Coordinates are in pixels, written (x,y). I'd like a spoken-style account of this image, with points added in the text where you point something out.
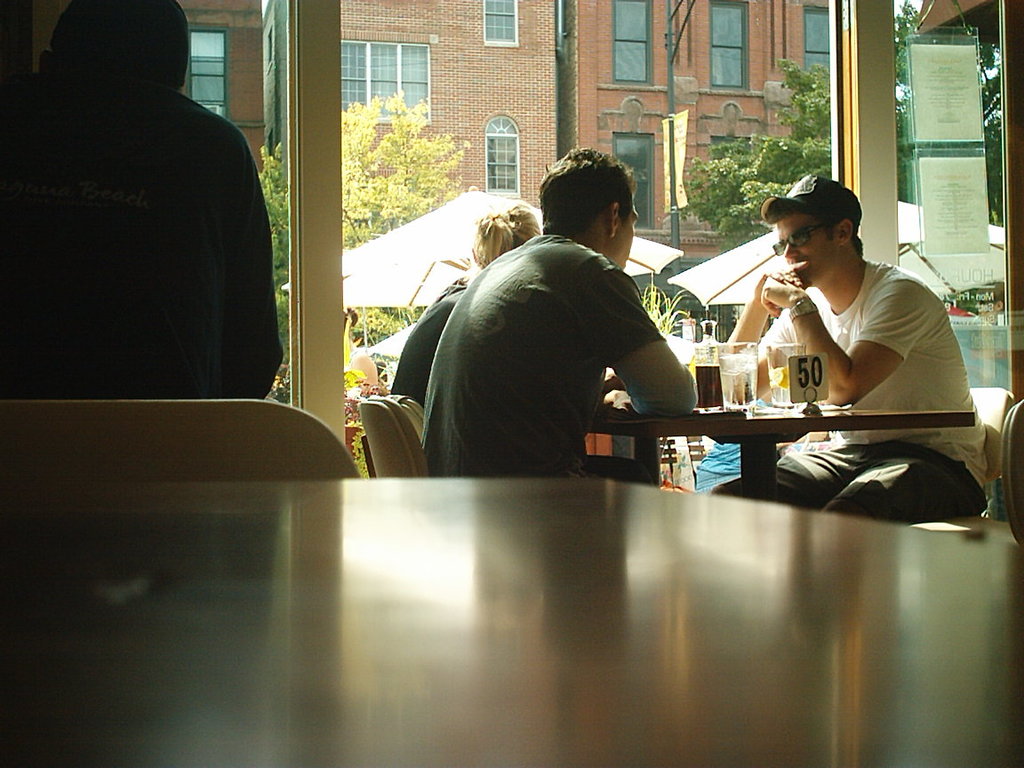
In the picture we can see an inside view of the restaurant (911,455) and two men (961,465) are sitting on the chairs (399,398) near the table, on it we can see some glasses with drink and besides, we can also see some other table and a chair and some person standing near it and in the background (594,91) we can see outside with some plants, trees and a building (655,162) with windows (502,150) to it.
